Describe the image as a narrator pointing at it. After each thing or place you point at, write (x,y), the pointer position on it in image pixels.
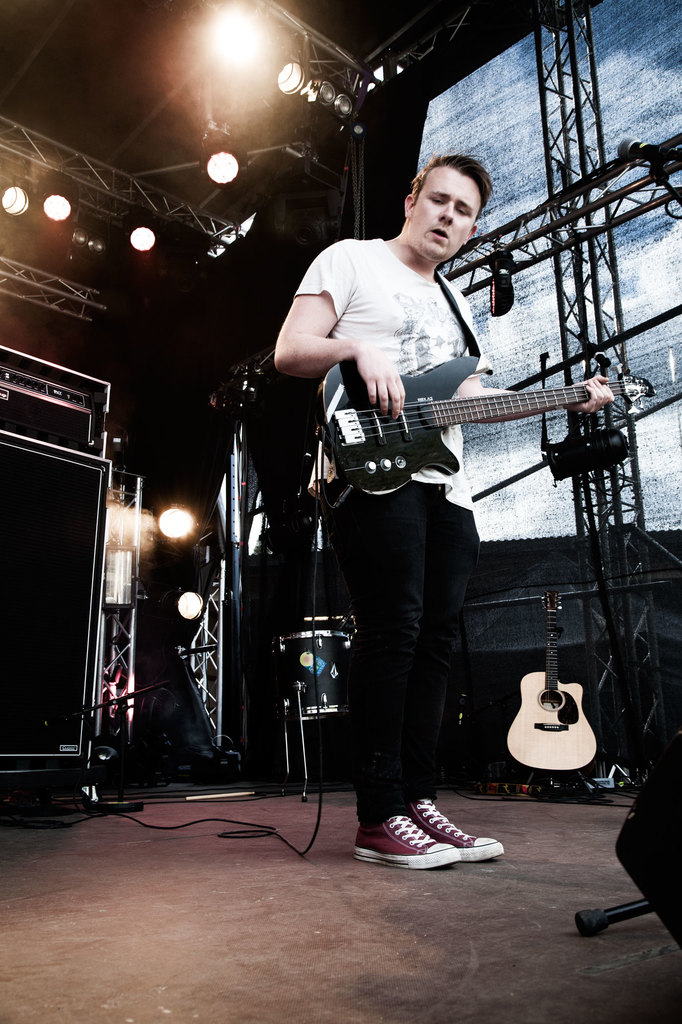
The image consists of a guy (385,523) playing guitar (416,391) on a stage (463,964) and on ceiling (216,207) there are many lights (259,41).
